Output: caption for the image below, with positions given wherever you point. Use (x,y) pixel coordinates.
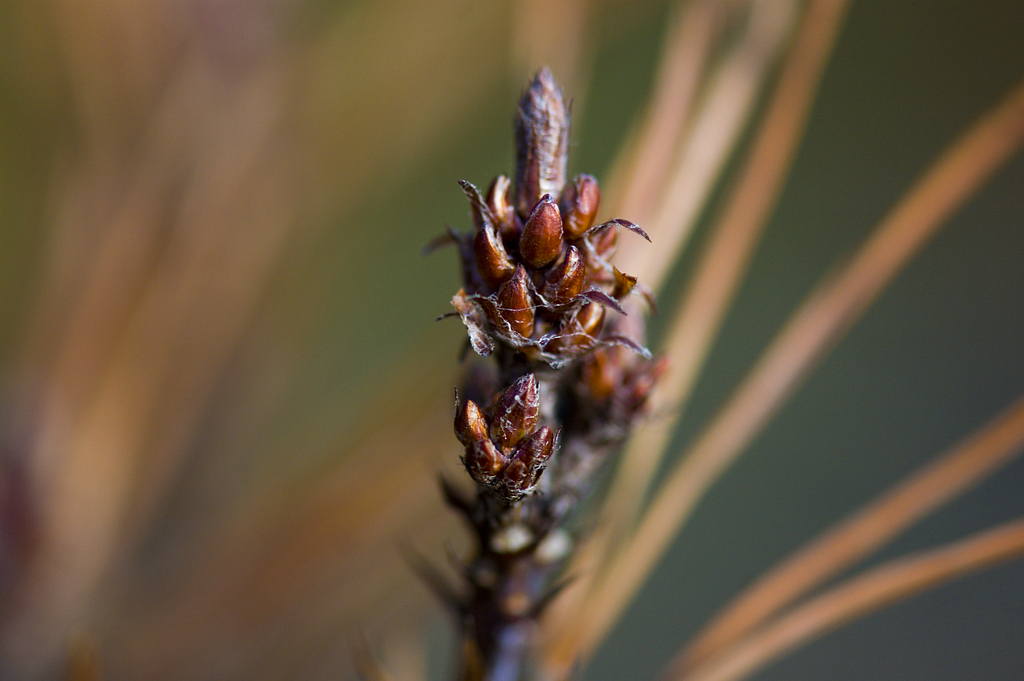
This is the bud (533,317) of a plant (541,235). The background (193,660) is blurred.
